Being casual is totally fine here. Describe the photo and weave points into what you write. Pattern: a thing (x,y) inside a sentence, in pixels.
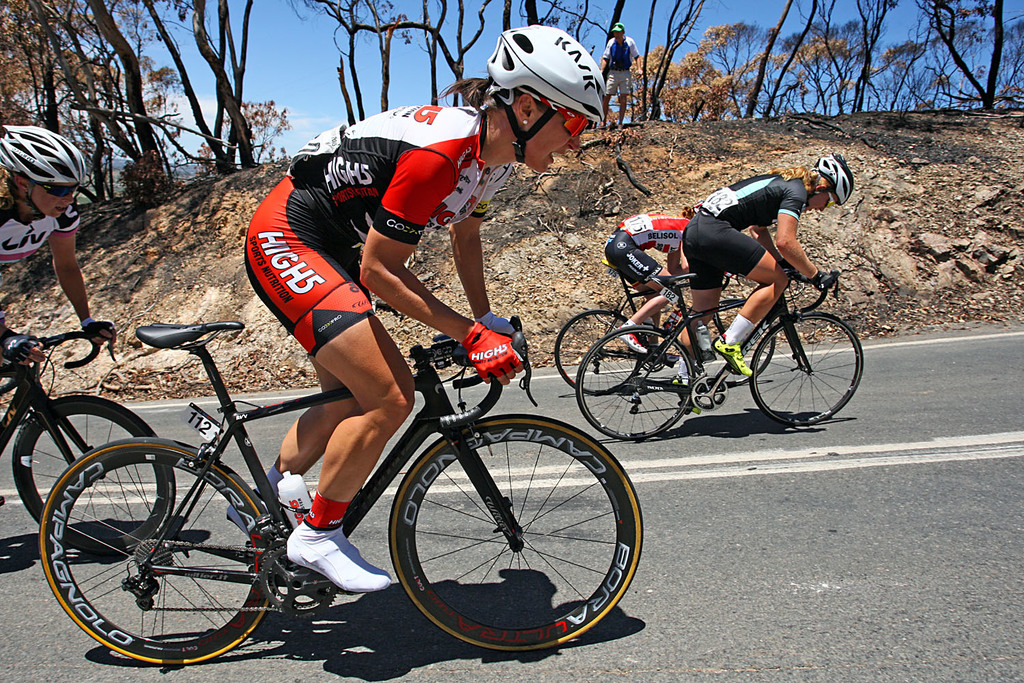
This image consists of four women (428,324) riding bicycles (79,462). They are wearing helmets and gloves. At the bottom (929,615), there is a road (677,530). In the background (911,74), we can see many trees (457,68) and a man (625,72) standing. At the top (256,38), there is sky (255,58).
